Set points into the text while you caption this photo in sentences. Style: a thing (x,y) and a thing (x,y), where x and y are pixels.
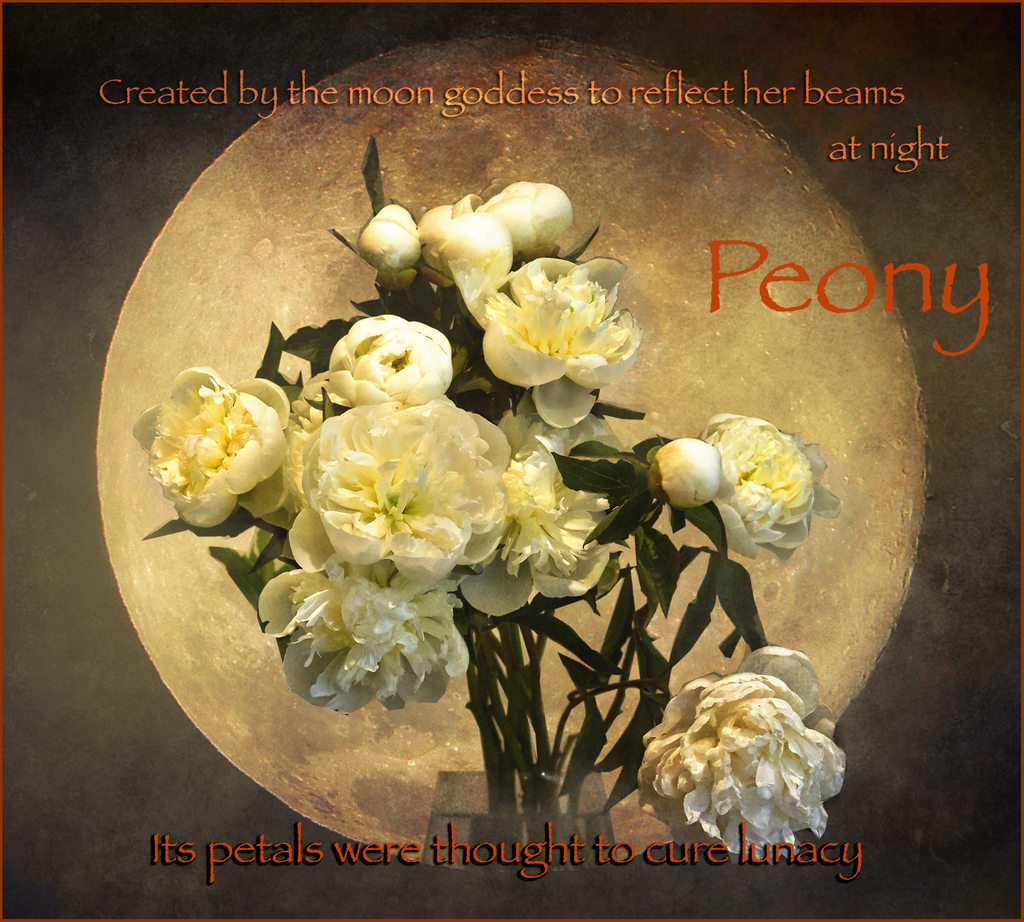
In the center of the picture (413,538) there is a flower vase (358,432). In the background (685,162) it is moon (203,189). At the top (909,162) and at the bottom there is text (232,861). This is an edited picture.
